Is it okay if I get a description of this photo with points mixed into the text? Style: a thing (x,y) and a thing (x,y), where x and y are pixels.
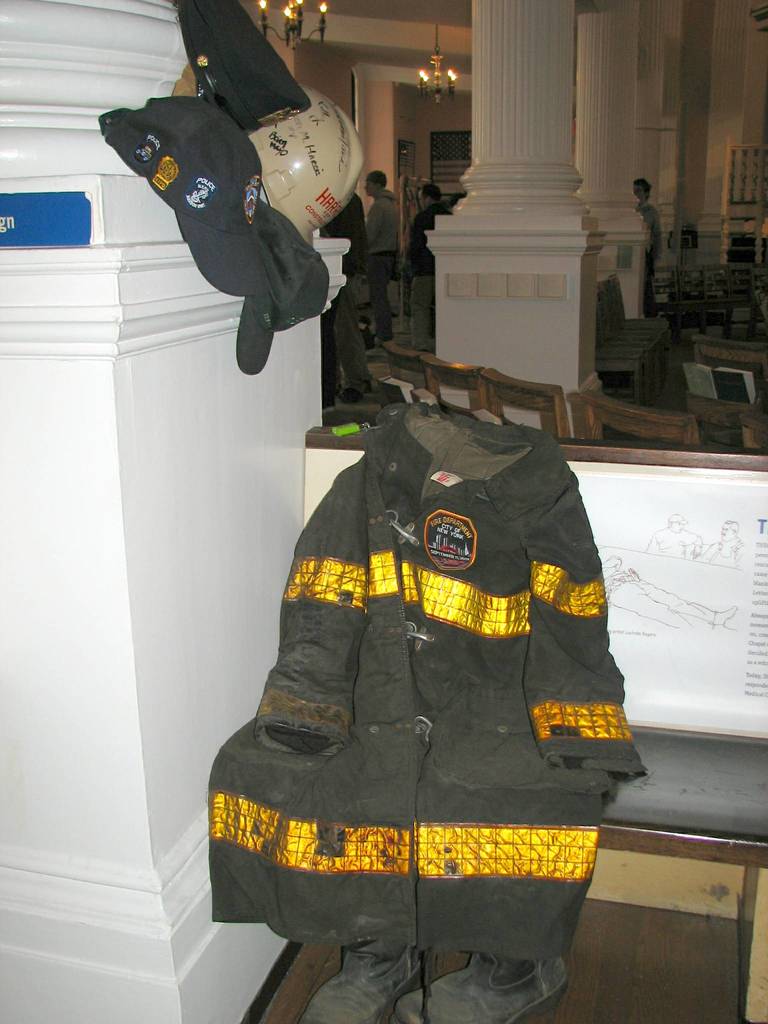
In the center of the image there is a bench (748,602). On bench (691,558) we can see cloth (437,690). In the middle of the image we can see chairs (450,376). In the background of the image (665,150) we can see pillars (524,332), caps (184,176), board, some persons (418,219), wall (447,125), chandeliers (262,22). At the top of the image (450,28) we can see the roof (465,24). At the bottom of the image (581,936) we can see shoes (434,1014) and floor (673,999).
